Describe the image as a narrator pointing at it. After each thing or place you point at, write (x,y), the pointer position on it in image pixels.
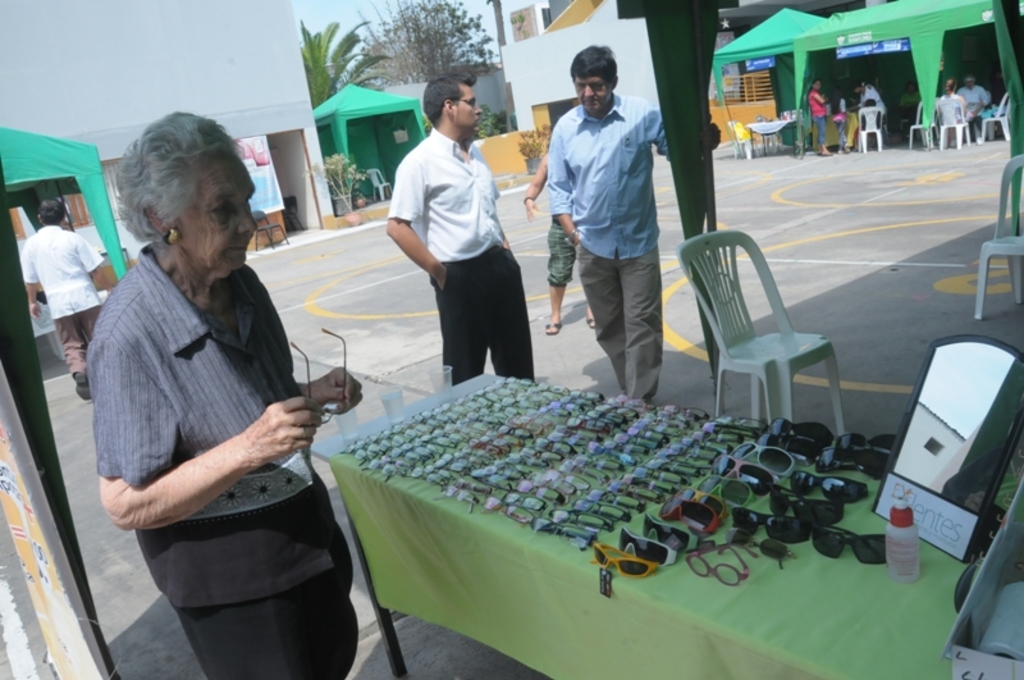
In the middle of the image (613,443) we can see few glasses (347,422), spectacles (616,448), bottle (890,532) and a mirror (923,471) on the table (816,616), beside to the table (761,583) we can find a chair (732,358), and also we can see few people (559,239), tents (831,72), plants (532,132), trees (422,34) and buildings (517,42).
